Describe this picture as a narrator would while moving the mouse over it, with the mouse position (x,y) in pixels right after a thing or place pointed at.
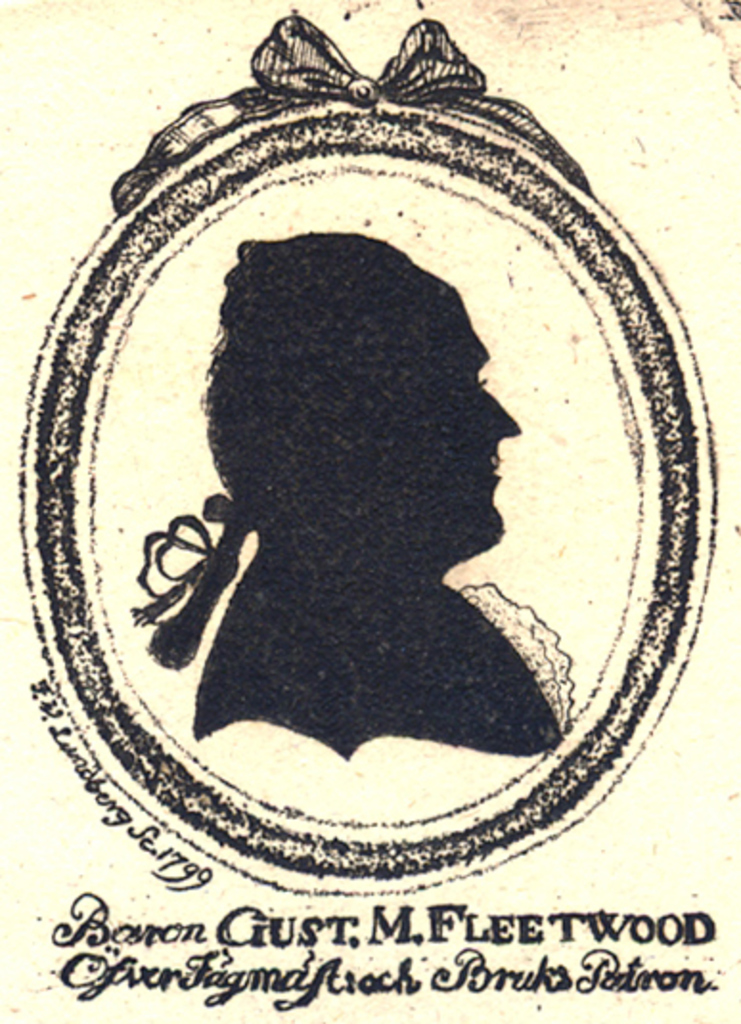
In this picture, we see the illustration (267,594) of the man (356,729). It might be a photo frame (351,140). At the bottom of the picture (283,914), we see some text (397,936) written. In the background (497,573), it is white in color.
